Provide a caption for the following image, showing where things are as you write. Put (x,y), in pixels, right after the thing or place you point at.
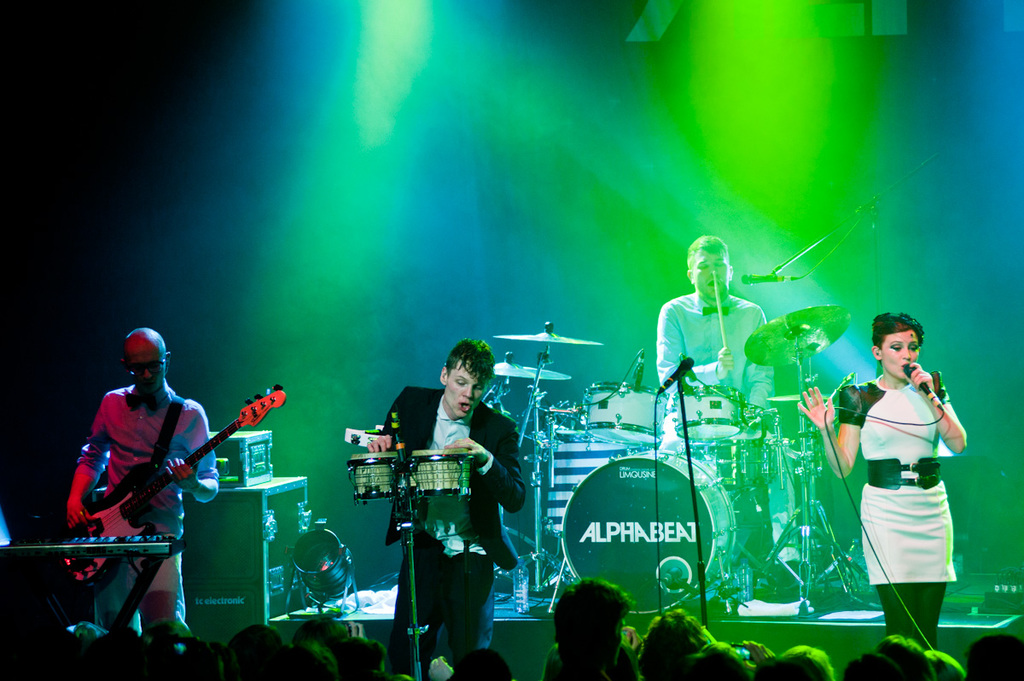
In this image there is a woman (892,393) singing by holding a mic (912,376), beside the women (883,403) there are two people (440,505) playing some musical instruments (388,473), behind them there is another person (662,355) playing drums (605,417), behind them there is a focus light (322,571) and some other musical equipment (292,535), at the bottom of the image (199,641) there are a few people (147,658).
